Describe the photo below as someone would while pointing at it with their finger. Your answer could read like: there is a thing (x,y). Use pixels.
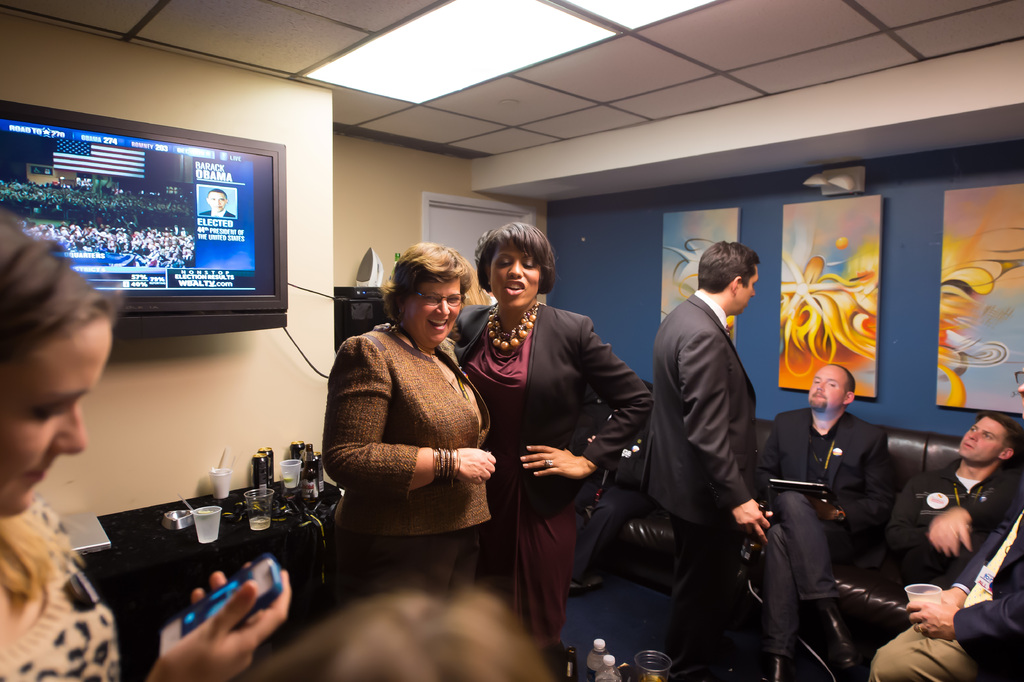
In the image we can see there are people (785,543) sitting on the sofa (883,612) and there are portraits (961,252) kept on the wall (605,273). There is tv (261,230) on the wall (336,208) and there are glasses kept on the table (144,551).
